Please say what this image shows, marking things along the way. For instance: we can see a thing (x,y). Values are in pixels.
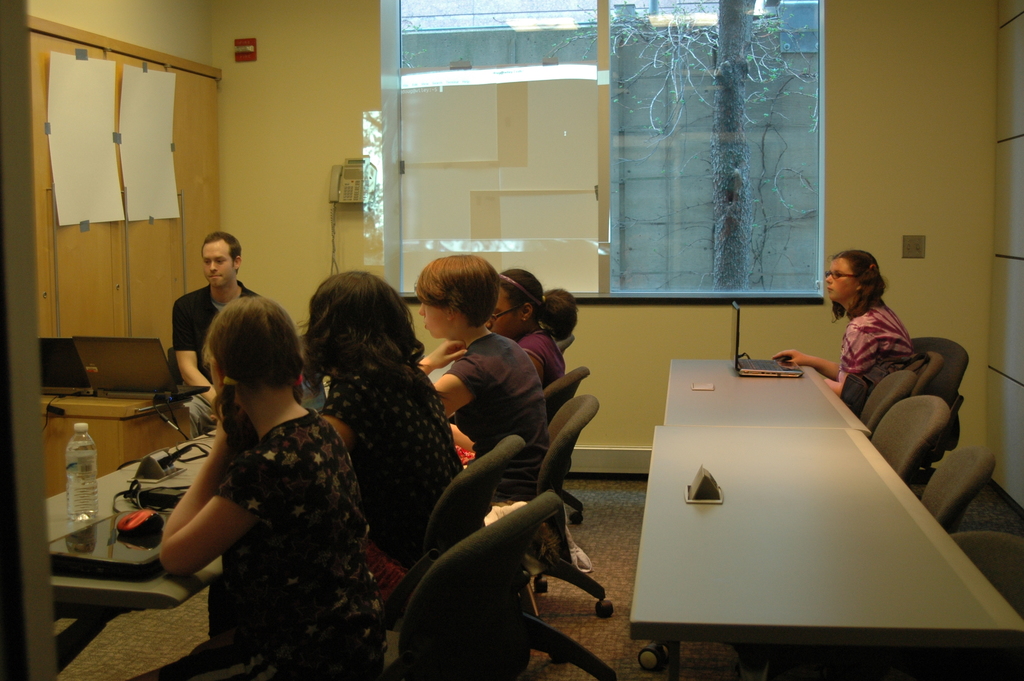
In this image I can see a six people (498,499) sitting on the chair (491,567). On the table (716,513) there is a laptop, bottle (70,461).
